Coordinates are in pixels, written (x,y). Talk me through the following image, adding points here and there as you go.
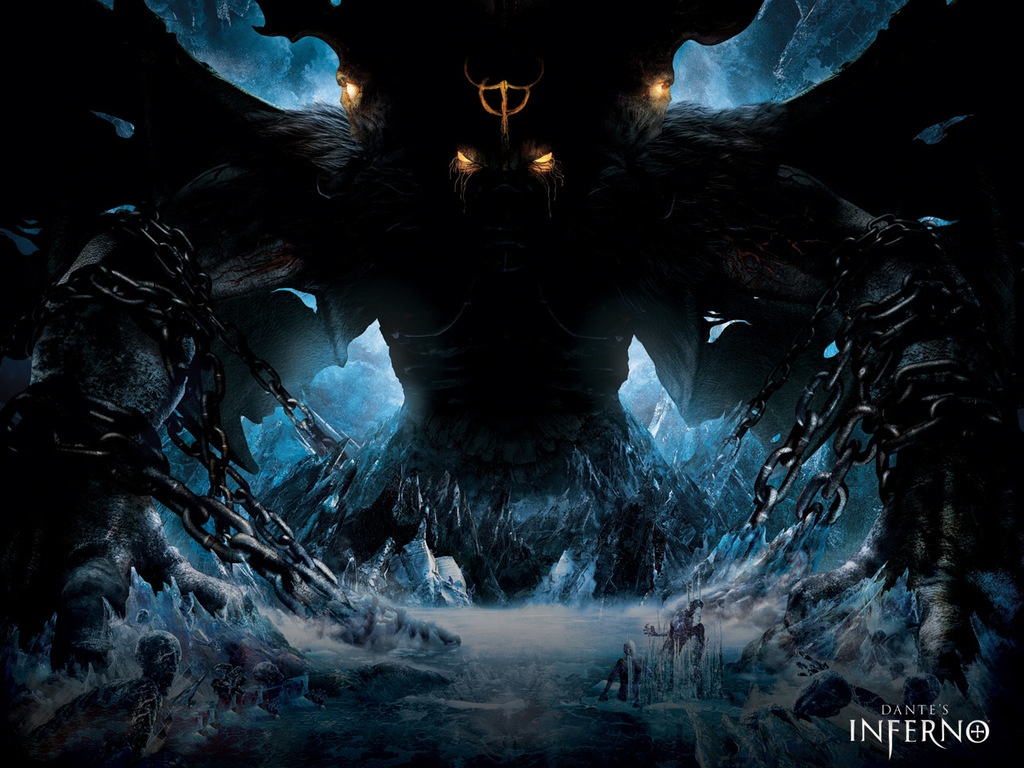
This is an animated image. In this image we can see a monster (489,366) tied with the chains (285,404). We can also see the ice hills (297,647) and some people (631,695).
